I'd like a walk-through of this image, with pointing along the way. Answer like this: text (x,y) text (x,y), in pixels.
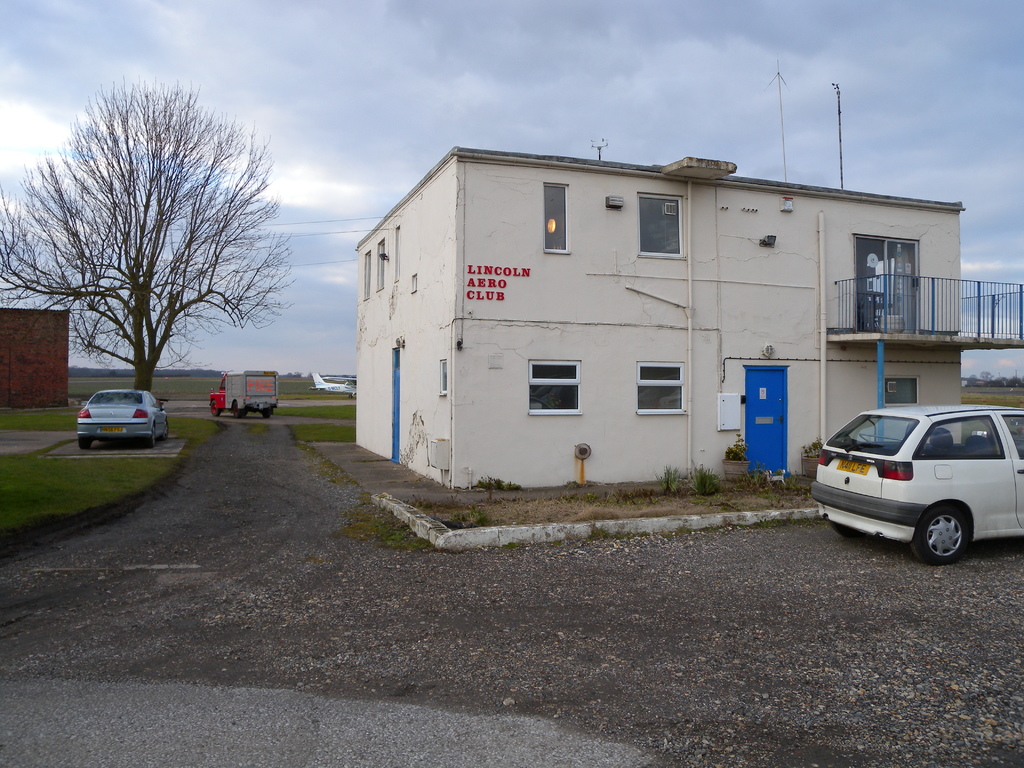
In the center of the image (486,340) we can see a building (682,379) with group of windows (677,388) and doors (765,434) and a metal railing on it. To the right side of the image (883,502) we can see a vehicle (946,495) parked on the road (850,557). To the left side of the image (251,393) we can see two vehicles (125,433) and a tree (162,303). In the background (227,328), we can see an airplane (346,392) and the cloudy sky (363,137).
